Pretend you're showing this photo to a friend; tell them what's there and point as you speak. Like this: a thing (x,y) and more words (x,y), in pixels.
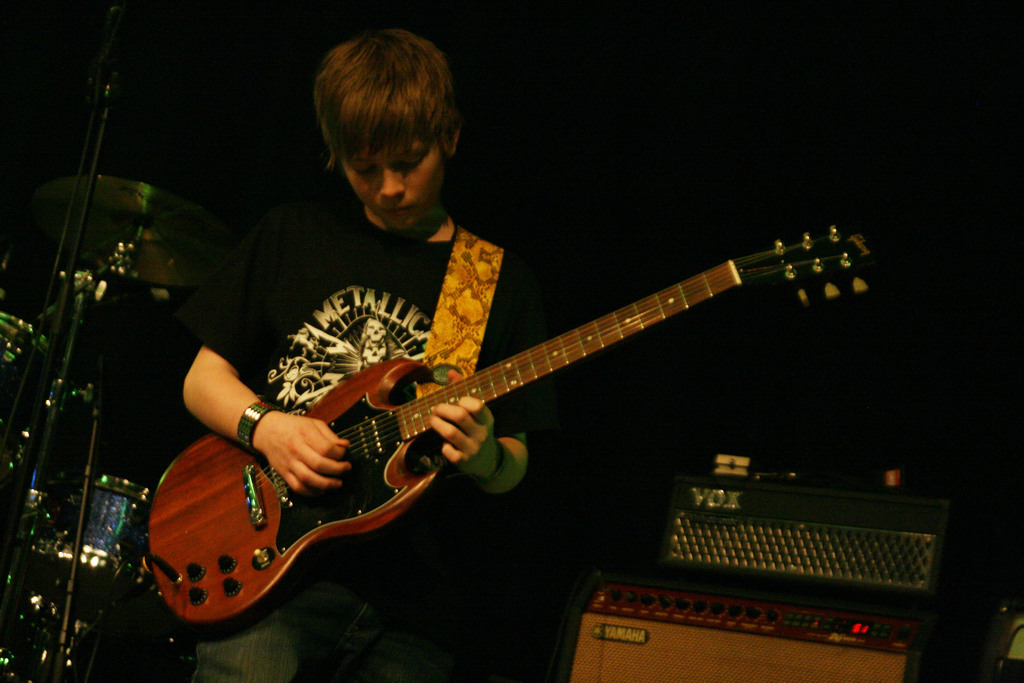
there is a stage (615,102) the stage (690,420) has two instruments (745,535) and drums (117,243) are there and the person (349,301) he is playing the guitar (364,428).
